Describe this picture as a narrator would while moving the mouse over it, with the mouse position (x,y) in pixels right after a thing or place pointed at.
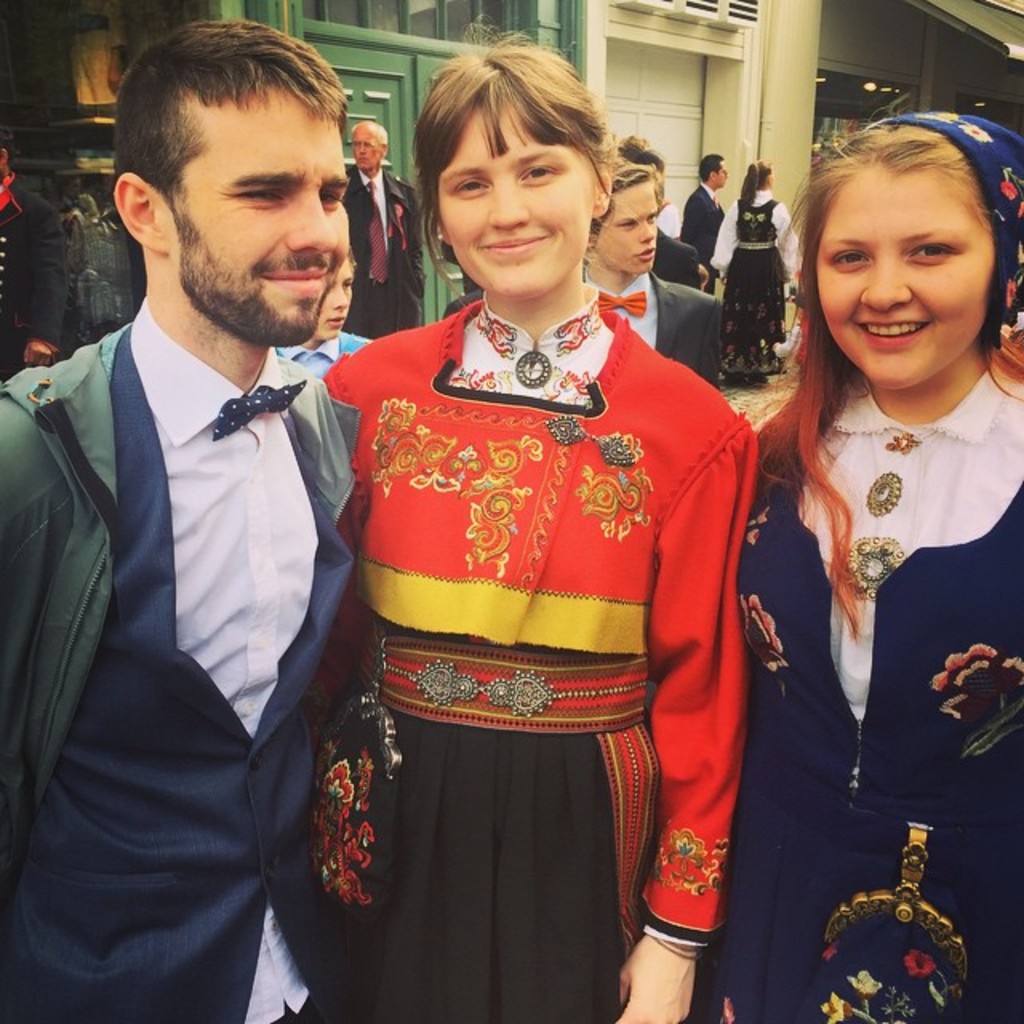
In this image there are two ladies (619,580) and a man (159,566) standing and giving a pose for a photograph, in the background (697,234) there are people (650,234) standing and there are buildings (600,2).
